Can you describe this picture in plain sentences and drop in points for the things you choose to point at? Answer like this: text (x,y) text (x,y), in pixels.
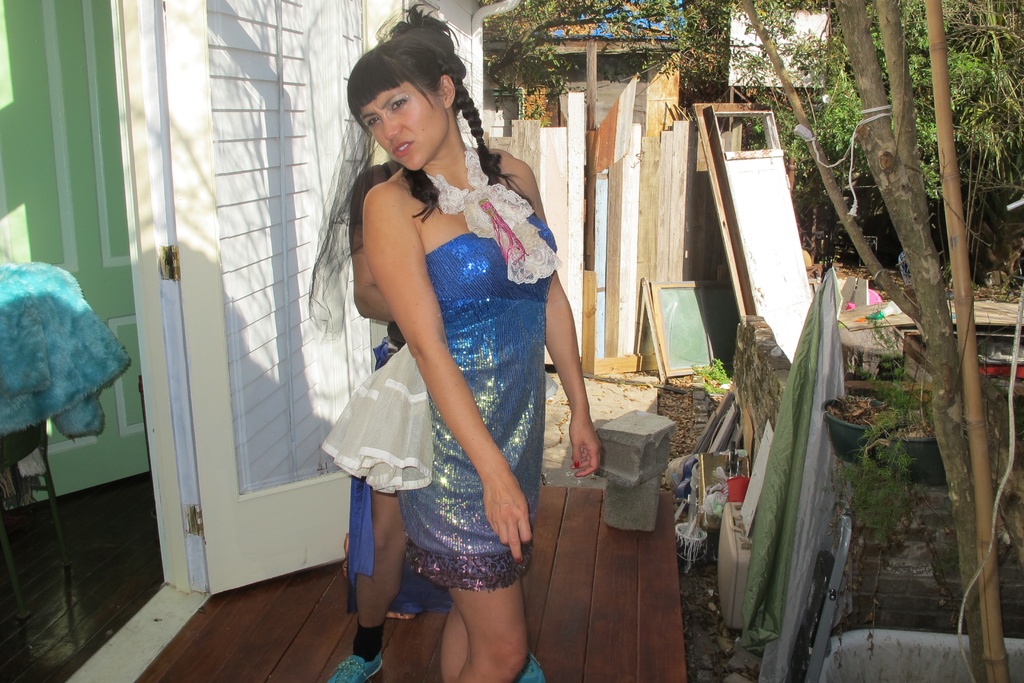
In this image we can see a person (472,357) wearing blue color dress (462,350) standing and in the background of the image (414,389) there is another person (421,401) standing, there are some trees (727,81), wooden doors (724,149) and some other objects (715,463), on left side of the image (142,320) there is a wall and a door (98,140).
